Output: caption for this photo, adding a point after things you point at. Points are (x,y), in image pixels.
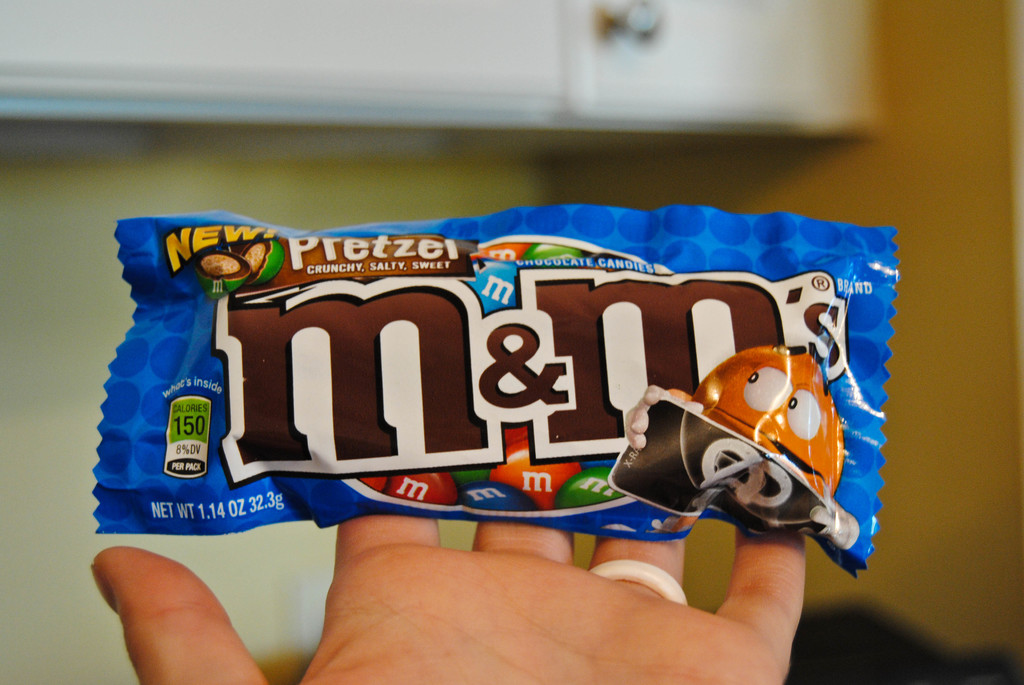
This image is taken indoors. In the background (338,180) there is a wall (287,187) and there is a cupboard (466,116). In the middle of the image (668,285) there is a person's hand (548,591) and there is a chocolate packet (412,394) in the hand (412,612).
